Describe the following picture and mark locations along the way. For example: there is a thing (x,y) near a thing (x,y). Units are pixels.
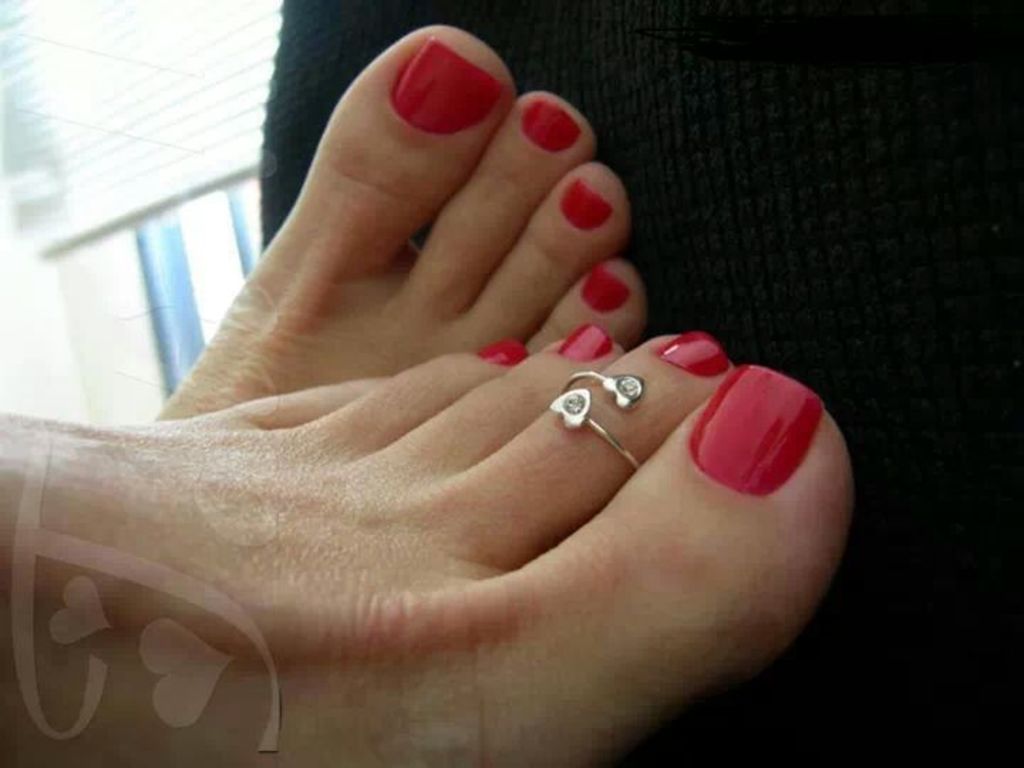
In this image, we can see a person's legs (381,356) wearing a toe ring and in the background (673,121), there is cloth (699,155) and there is a wall (86,253).
